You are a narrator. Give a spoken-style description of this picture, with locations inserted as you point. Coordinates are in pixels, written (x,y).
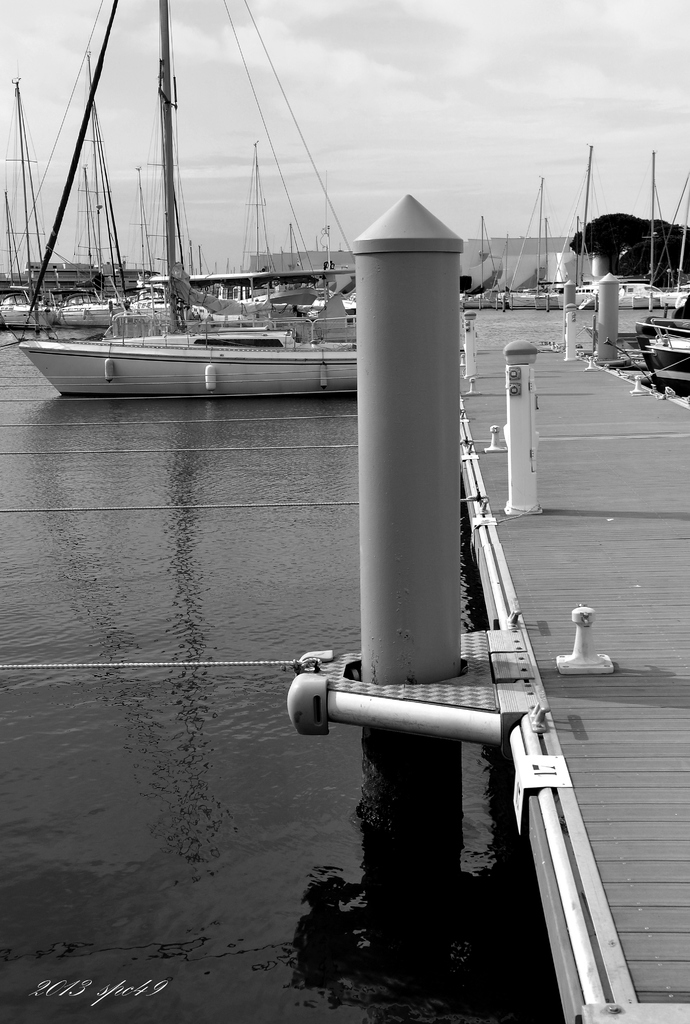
In this picture there are boats (15,295) on the water (21,786). At the back (5,286) there is a building (41,263) and there is a tree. In the foreground (550,842) there is a pavement (684,999). At the top (392,86) there are clouds (319,151). At the bottom (210,745) there is water (434,877).
